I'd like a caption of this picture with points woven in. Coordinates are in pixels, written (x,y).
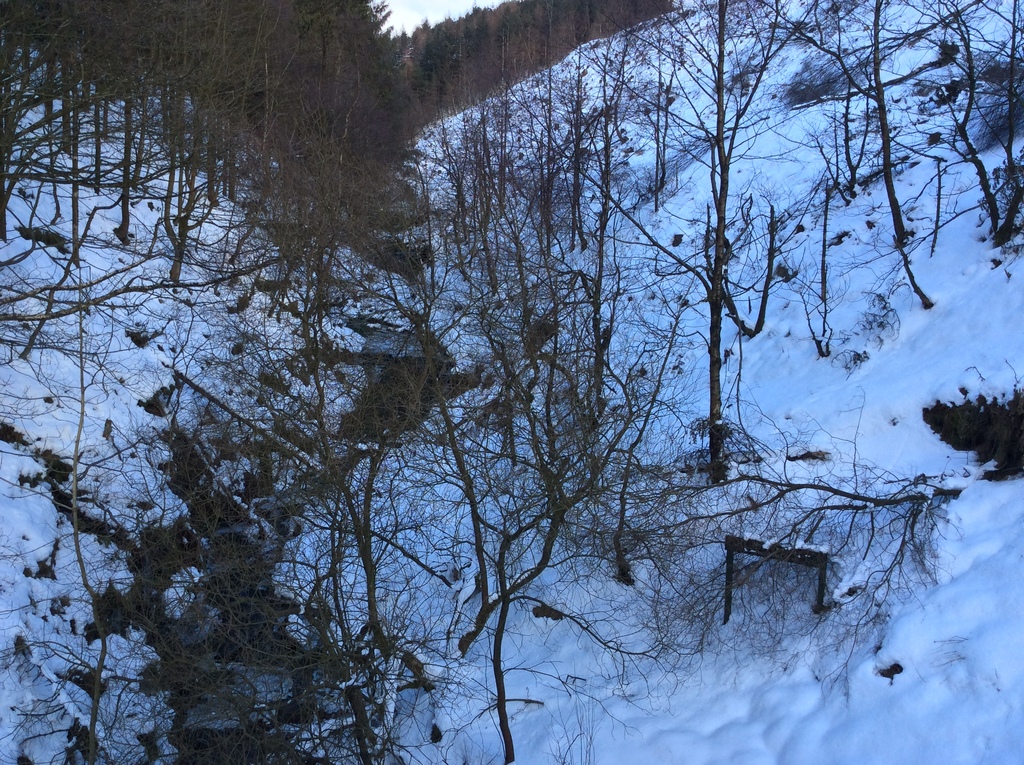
In this image, I can see the snow (814,445) and trees (402,78) with branches (545,478) and leaves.
